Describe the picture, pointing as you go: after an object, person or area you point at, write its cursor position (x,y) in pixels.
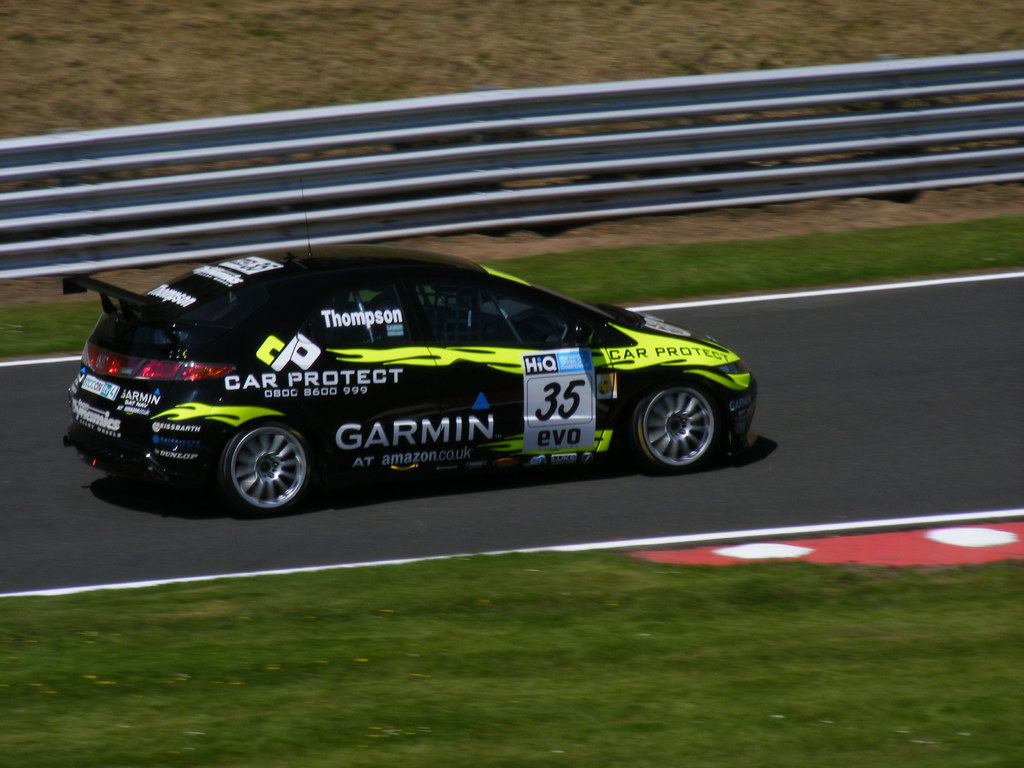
As we can see in the image there is a black color car (316,427), road (757,348) and grass (538,704).
